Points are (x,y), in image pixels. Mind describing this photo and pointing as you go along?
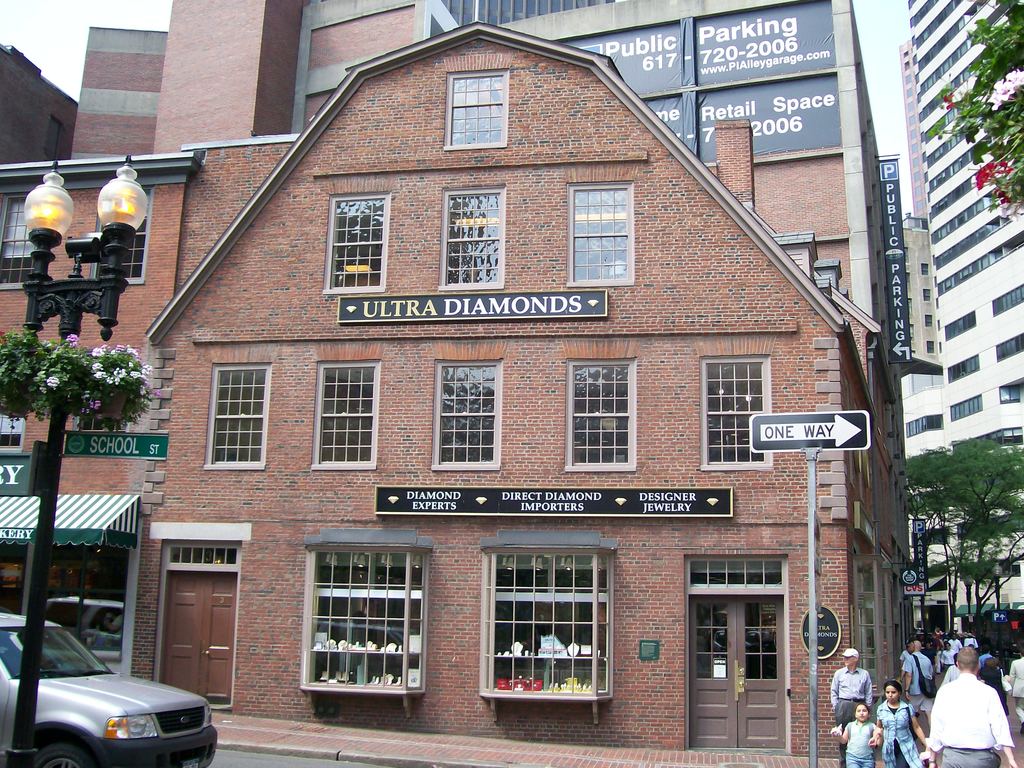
In this image we can see so many buildings (514,366). In front of the building (287,371) road (307,762) is there, on road (323,767) car (127,733) is present and people (947,679) are moving. Left side of the image (56,295) we can see one black color pole (55,308) with lights (110,195) and to the right side of the image (802,427) one sign board (816,438) is present and trees (974,465) are present.
